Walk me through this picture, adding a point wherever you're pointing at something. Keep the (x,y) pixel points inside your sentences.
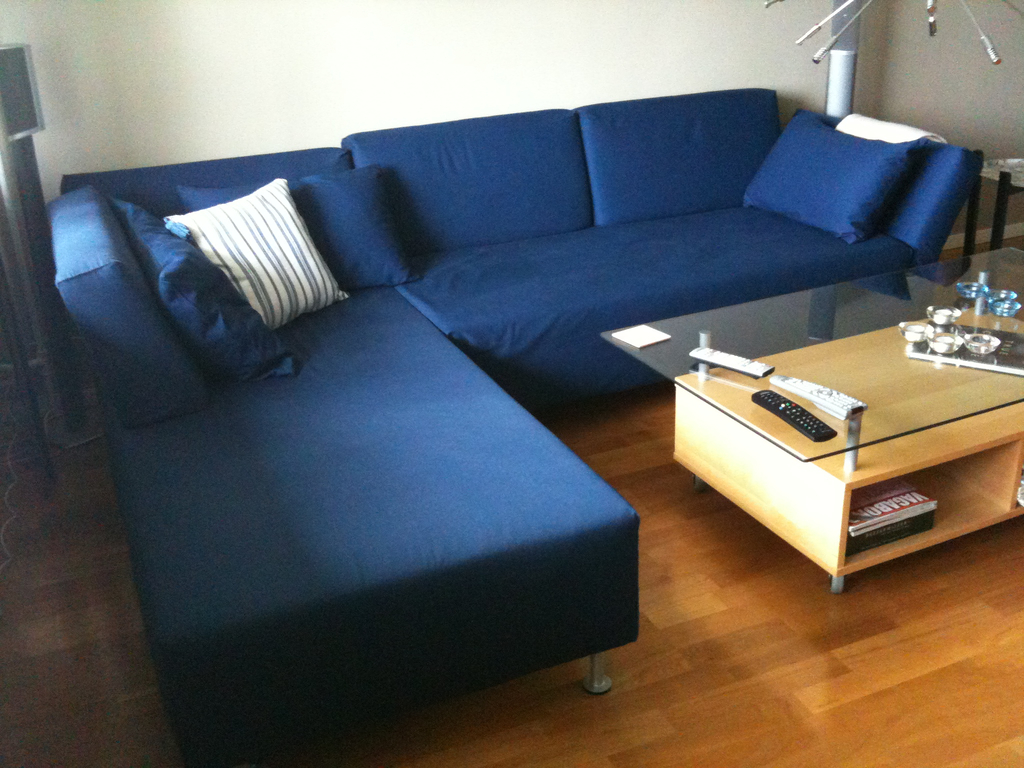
In this room (305,353) there is a sofa (128,333) and pillows (326,235) on it. On the table (912,385) we have bowls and remotes (763,394).
